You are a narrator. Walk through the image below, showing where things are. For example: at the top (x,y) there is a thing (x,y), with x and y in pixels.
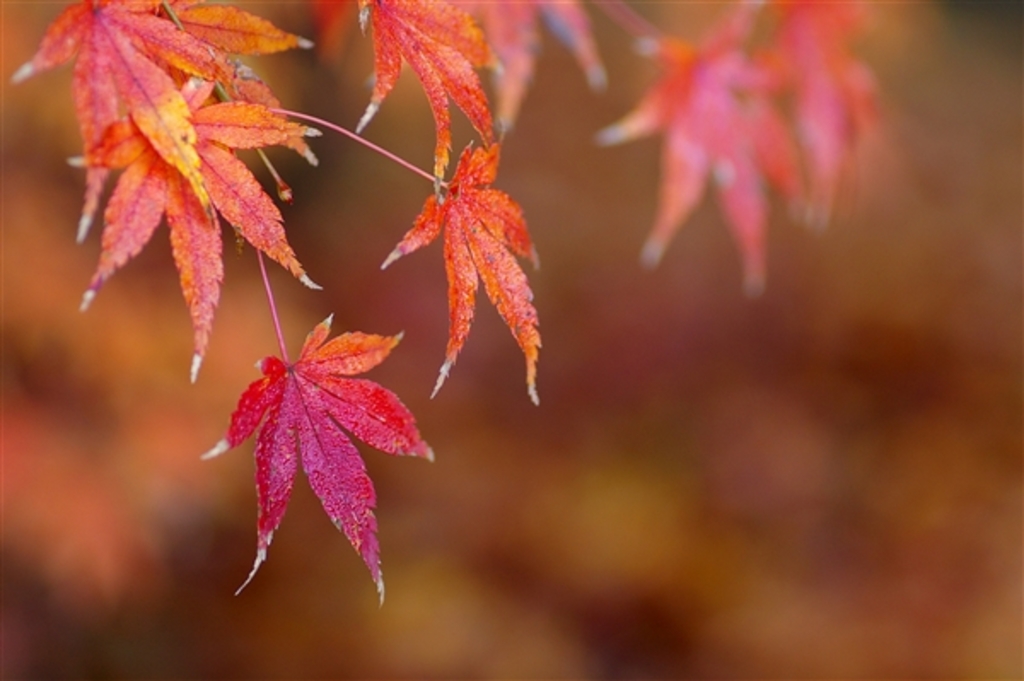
In the picture we can see some maple leaves (114,234) which are dark pink in color and some are orange in color, and behind it we can see some leaves (778,3) which are not visible clearly.
